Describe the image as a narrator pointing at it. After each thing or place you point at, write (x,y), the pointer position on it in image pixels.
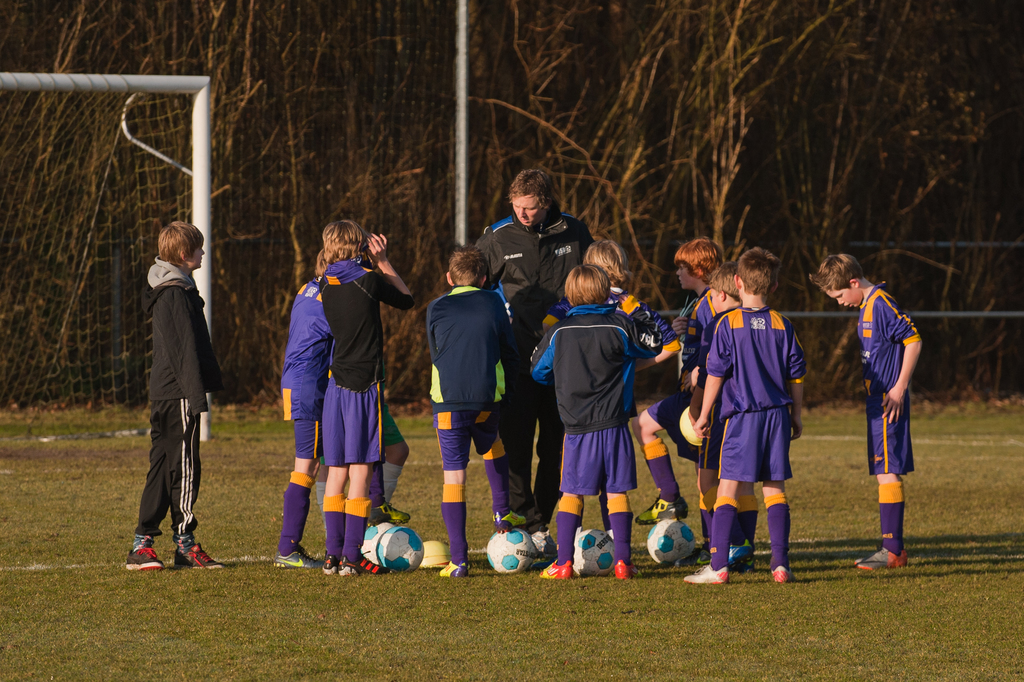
This is a picture taken in the outdoor, there are group of kids (596,444) standing on a ground (450,600) on the ground (504,589) there are balls (521,559). Behind the people (548,361) there are trees (821,135) and a net (397,116).
